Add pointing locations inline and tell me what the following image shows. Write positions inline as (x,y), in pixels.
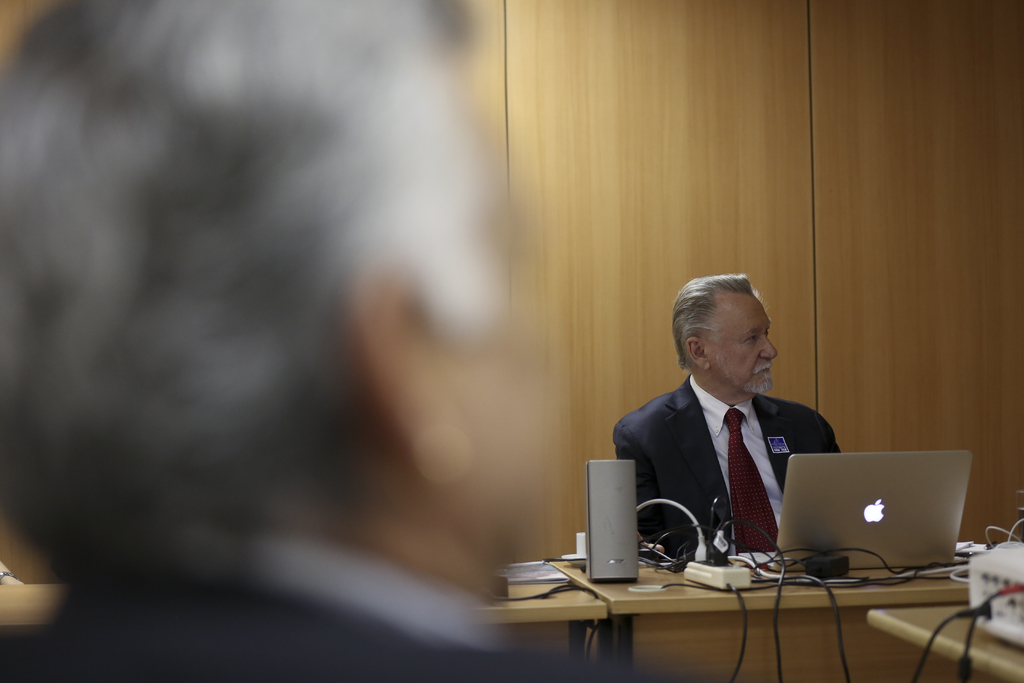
In this picture we can see a man (700,386) who is sitting on the chair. This is table (706,623). On the table (693,650) there is a laptop (847,512), cables (806,575), and a book (539,571). On the background (794,84) there is a wall (865,153).
